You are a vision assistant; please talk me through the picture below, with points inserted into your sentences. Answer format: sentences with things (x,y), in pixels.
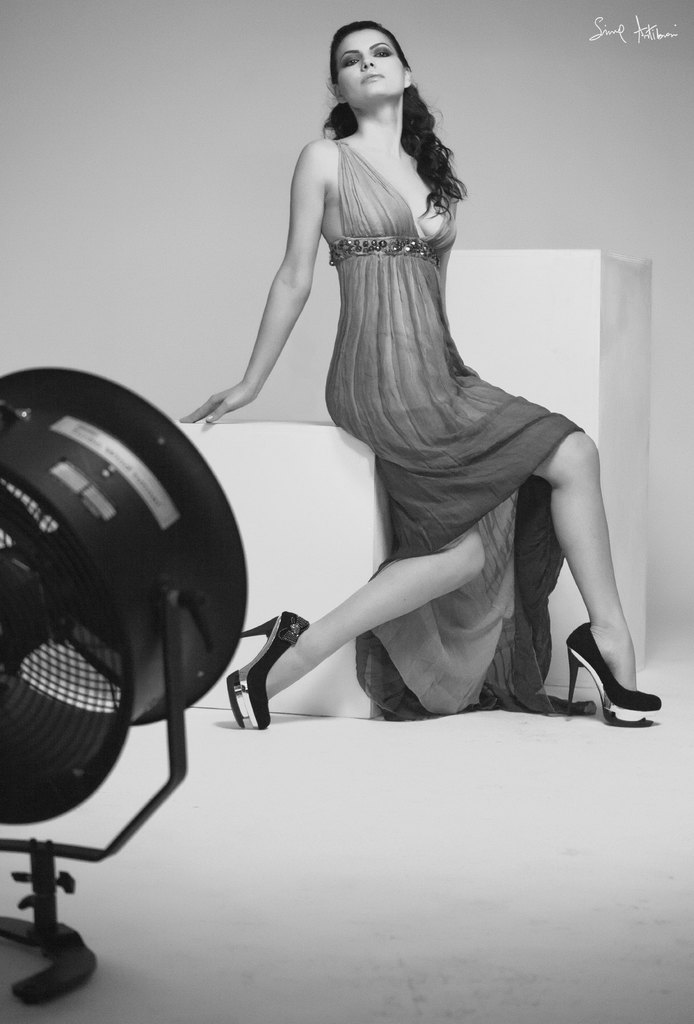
In this picture there is a woman (297,620) sitting. In the foreground (116,658) there is a fan (61,980). In the top right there is a text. This picture is an edited picture.
